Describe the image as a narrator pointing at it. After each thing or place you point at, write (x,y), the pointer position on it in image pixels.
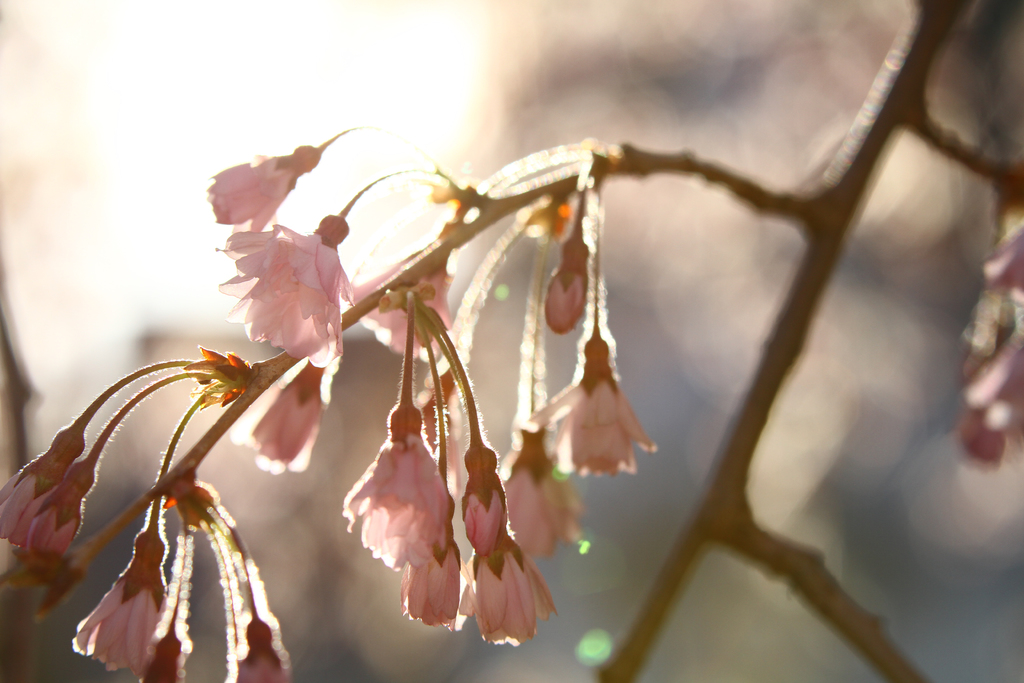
In this image there are flowers (316,320) on a branch (449,224) of a tree (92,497).
